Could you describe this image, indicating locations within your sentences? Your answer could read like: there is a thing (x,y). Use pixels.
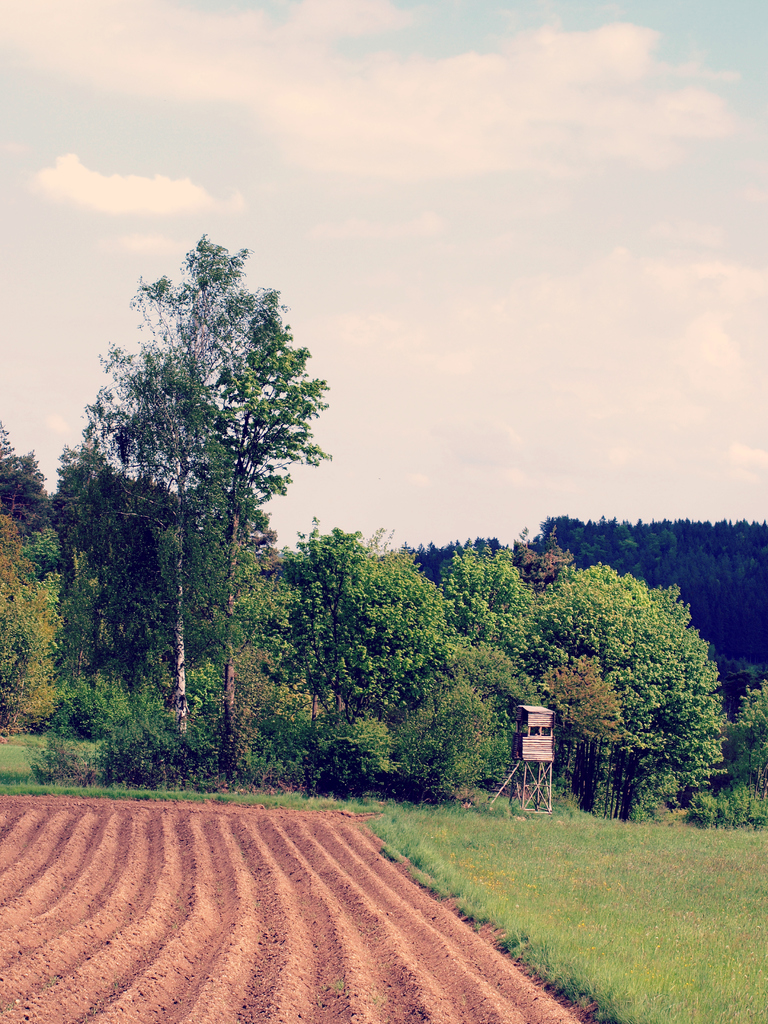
In the image we can see there is a grass (624,872) on the right side (624,889) and sand (190,871) on the left side (190,952) and some trees (244,687). On the top (558,247) there is a sky (488,260).
